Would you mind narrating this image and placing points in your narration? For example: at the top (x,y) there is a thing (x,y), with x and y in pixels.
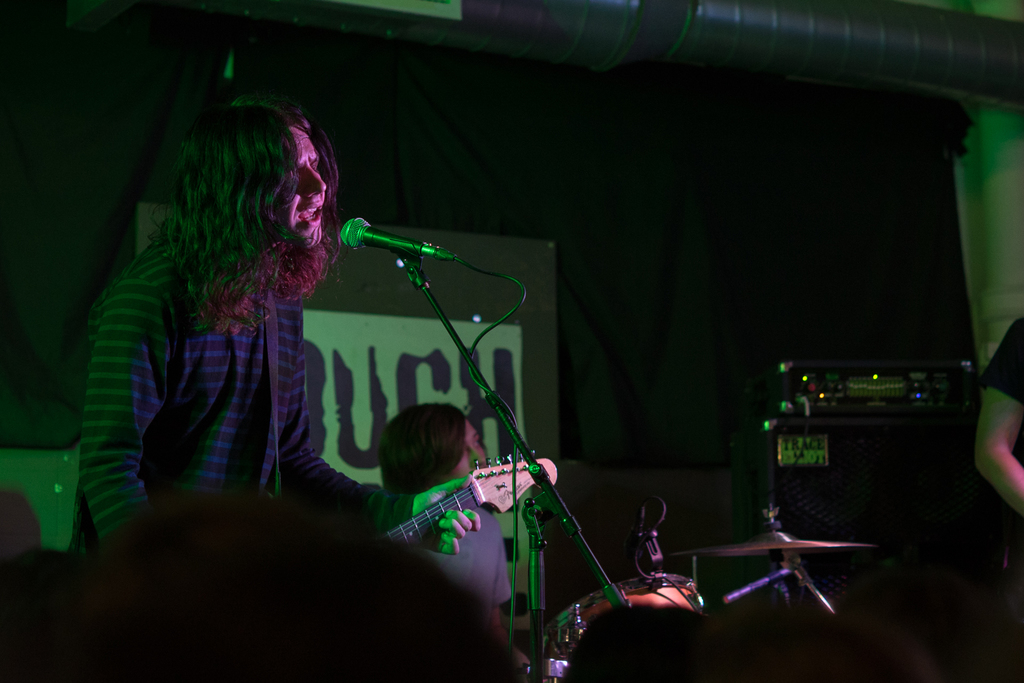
In this picture I can see a person (306,283) singing with the help of a microphone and he is playing guitar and another person (445,451) playing drums (651,590) and I can see a human hand (1005,483) on the right side of the picture (1022,484) and I can see a board (431,349) with some text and a black cloth (685,160) in the background (908,271) and looks like an amplifier (882,388) on the right side (823,380).
